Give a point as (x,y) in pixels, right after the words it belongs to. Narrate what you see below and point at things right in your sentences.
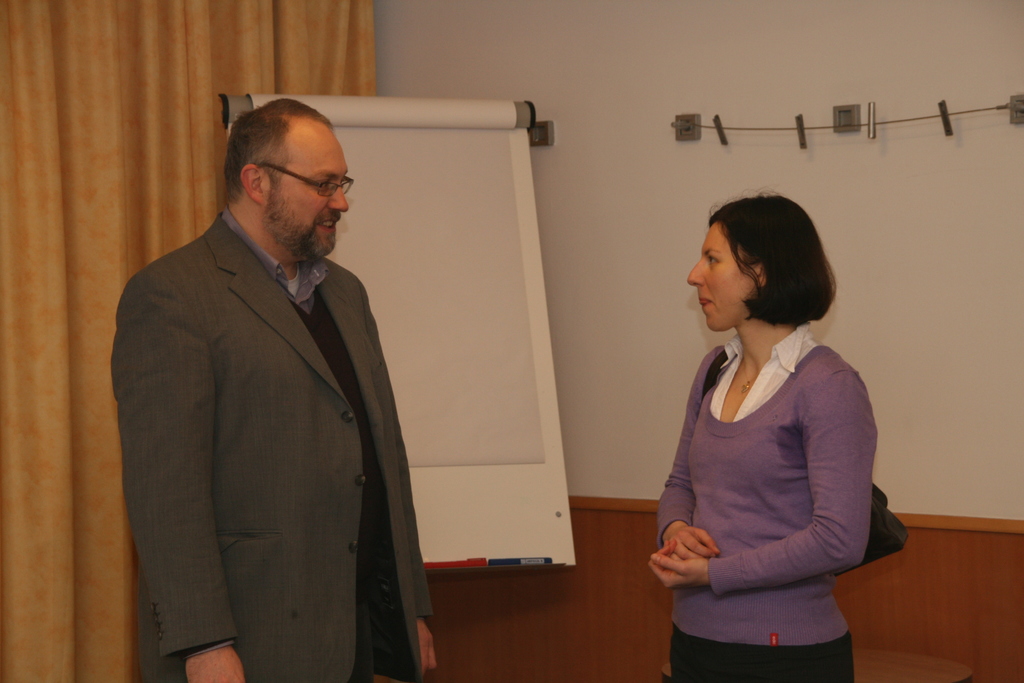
In this picture I can see there is a man (332,356) and a woman (800,336) standing. The man (335,480) is wearing a blazer (305,511), he has spectacles (294,175) and the woman (750,406) is wearing a hand bag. There is a board (501,271) beside them and there is a curtain (126,96) at the left (125,196) and there is a wall (735,113) at the right side (990,249).
